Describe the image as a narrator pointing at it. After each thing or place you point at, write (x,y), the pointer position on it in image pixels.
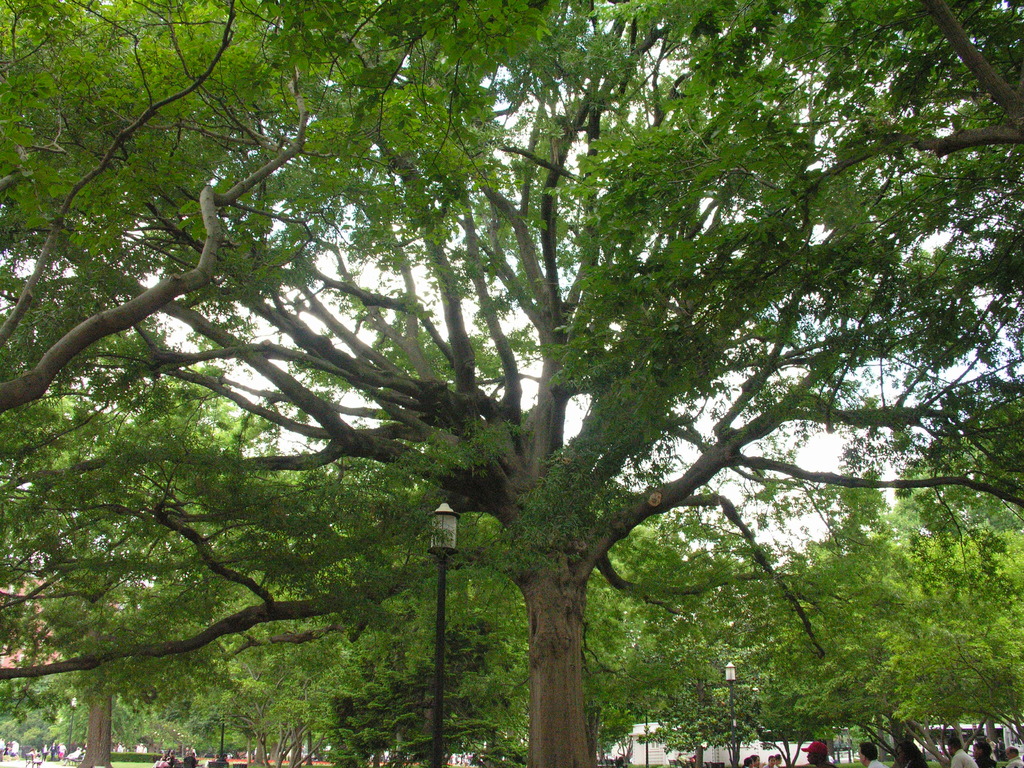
In the image we can see there are many people (952,739) around, they are wearing clothes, this is a grass (134,763), trees (193,596), light pole (450,527) and a sky (378,261).
